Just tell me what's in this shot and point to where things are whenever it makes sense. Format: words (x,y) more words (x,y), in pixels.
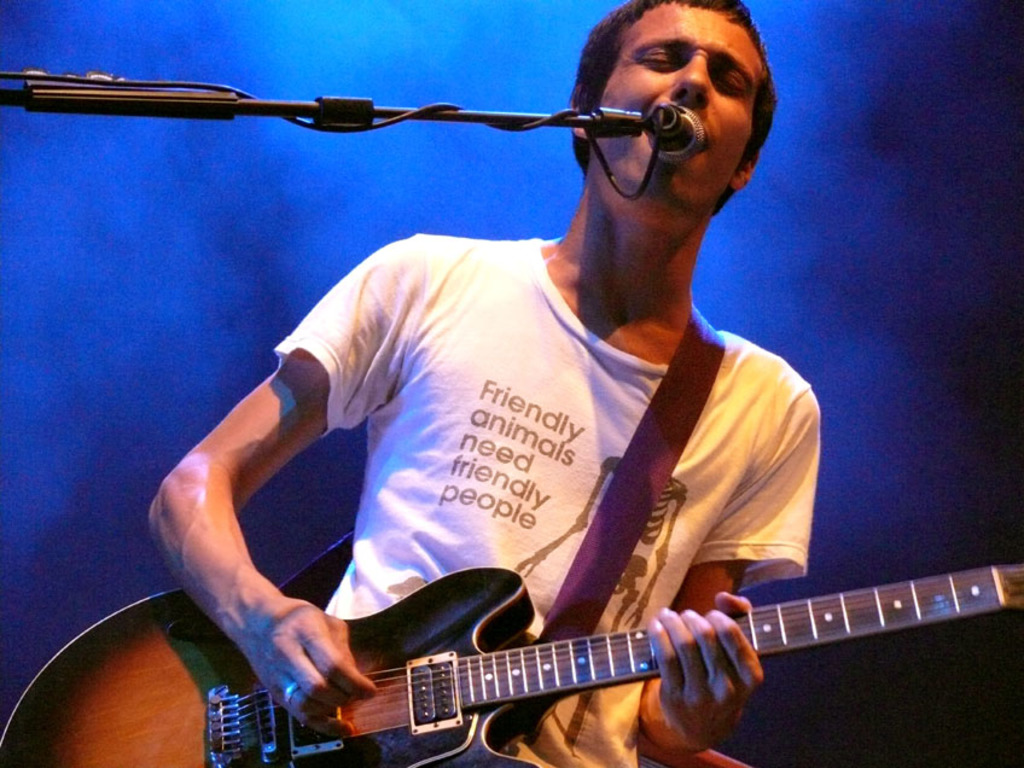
In this image there is a person (501,395) wearing white color T-shirt (464,453) playing guitar (494,572) and at the top of the image (61,105) there is a microphone (616,186).
